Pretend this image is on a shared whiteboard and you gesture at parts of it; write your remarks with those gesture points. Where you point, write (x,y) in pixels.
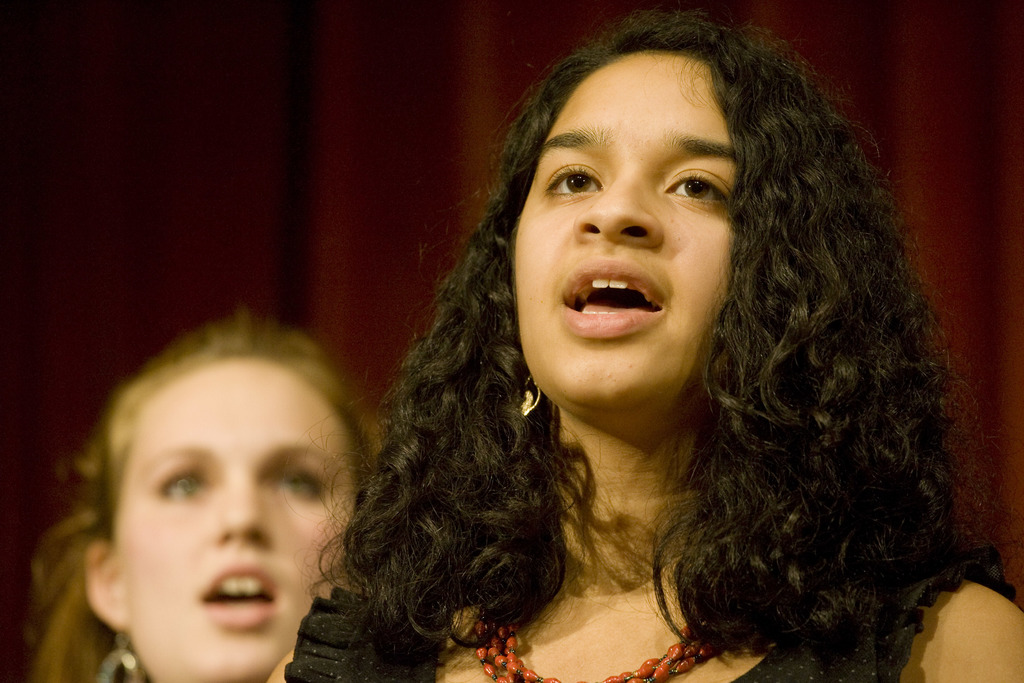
This image consists of two persons (253,414). On the right (708,548), the girl (728,533) is wearing a black dress (348,662). It looks like she's singing. In the background (998,382), we can see a curtain (127,229) in maroon color.
